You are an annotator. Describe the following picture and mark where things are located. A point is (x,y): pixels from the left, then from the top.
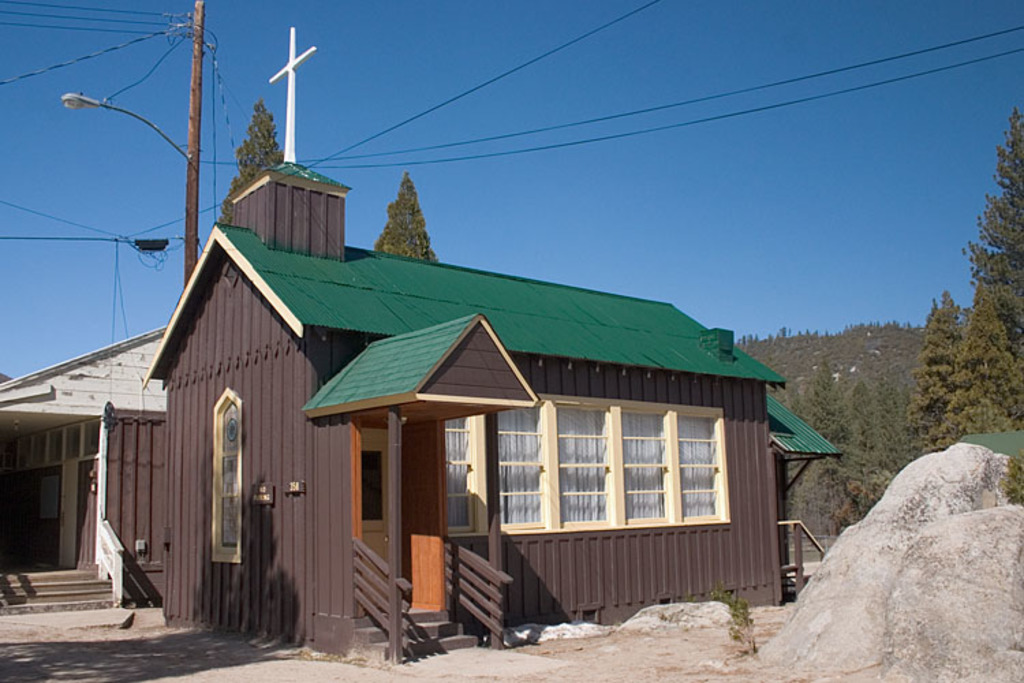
In the picture there is a church (266,435), it is made up of wood (297,366) and behind the church (273,374) there is another compartment (113,375), on the right side (883,383) there are many trees (1007,342) and in front of those trees (826,502) there is a rock (840,565).
